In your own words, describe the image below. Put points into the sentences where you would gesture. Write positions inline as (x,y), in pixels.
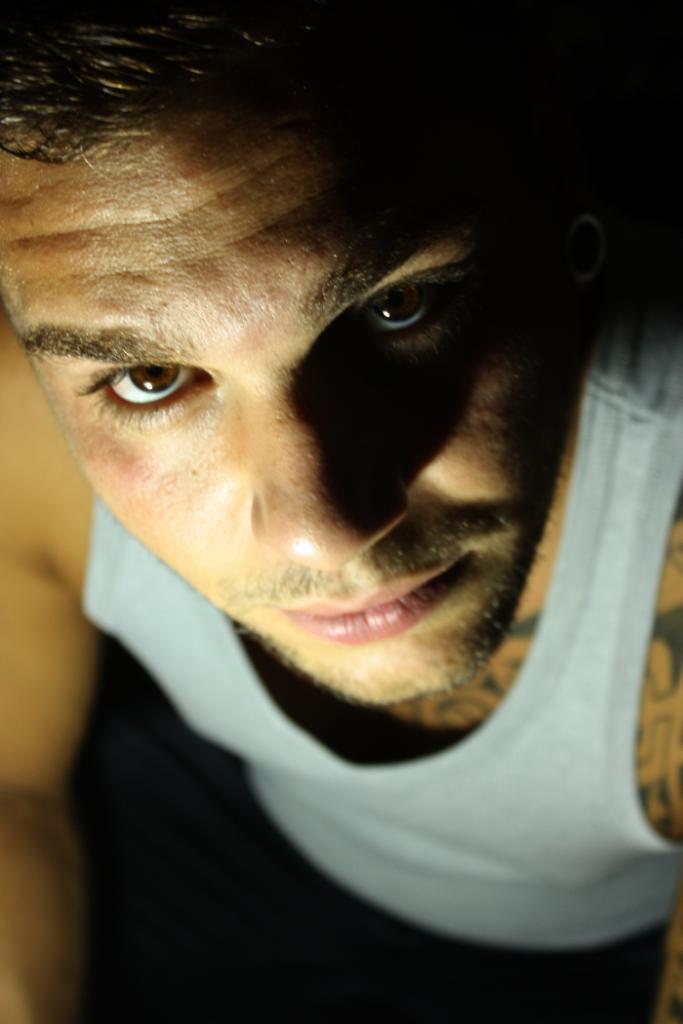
There is a man (291,565) wearing a white color vest (388,822).
